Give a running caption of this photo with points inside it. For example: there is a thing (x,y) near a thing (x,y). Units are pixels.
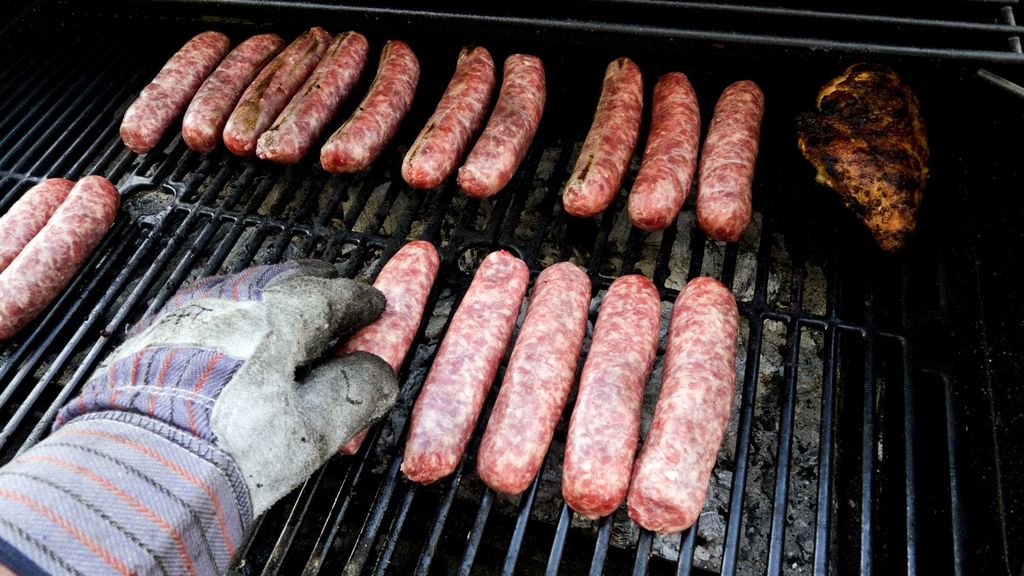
Here in this picture we can see some pieces of sausages (341,151) present on a grill stand (127,154) and we can also see a person's hand (213,451) with glove (172,323) on it.
